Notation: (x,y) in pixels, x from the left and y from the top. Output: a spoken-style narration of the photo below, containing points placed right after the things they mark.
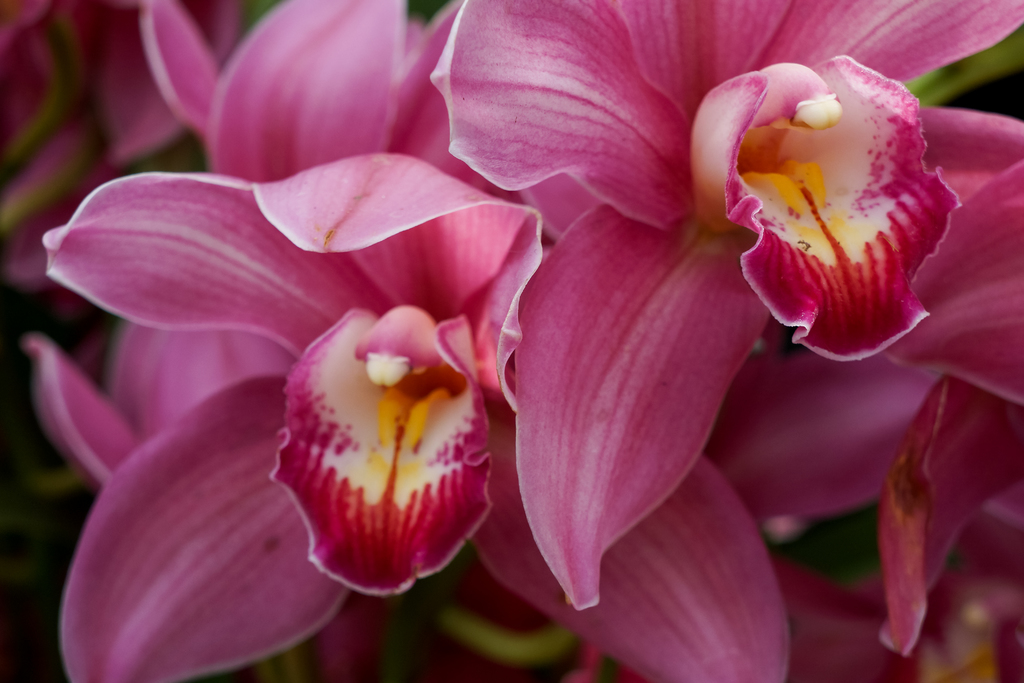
In this image I can see pink color flowers (631,339) and plants (4,557). This image is taken may be in a garden (386,521).
